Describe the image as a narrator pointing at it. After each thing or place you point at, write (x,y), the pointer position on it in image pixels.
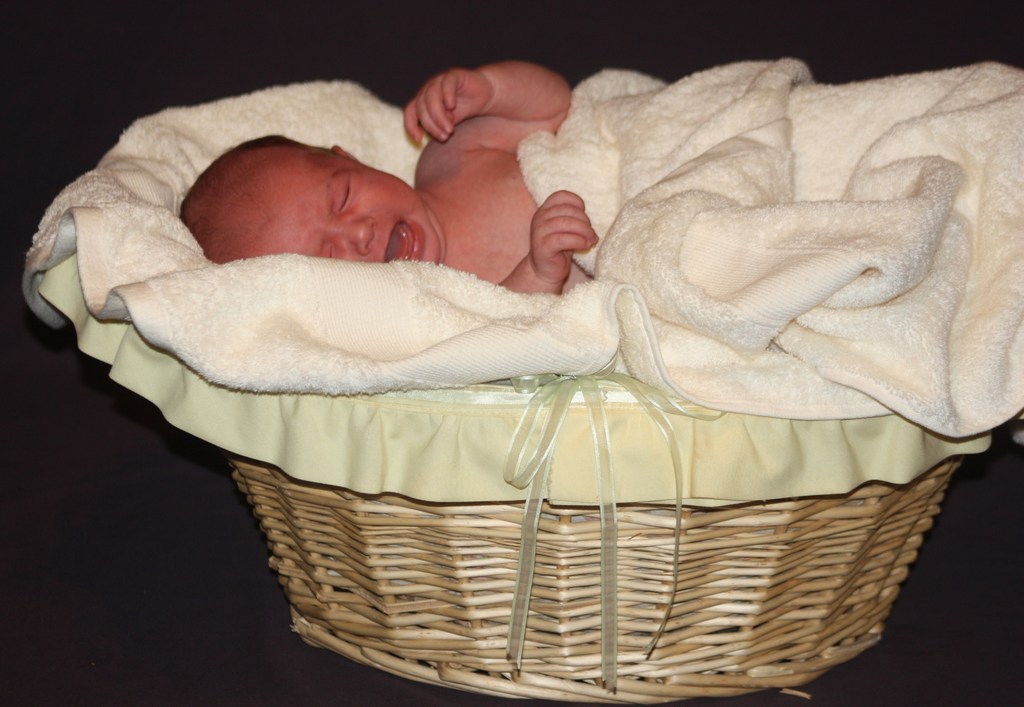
In this image, we can see a basket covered with a cloth (657,115) and a baby (529,267) is lying on it.
